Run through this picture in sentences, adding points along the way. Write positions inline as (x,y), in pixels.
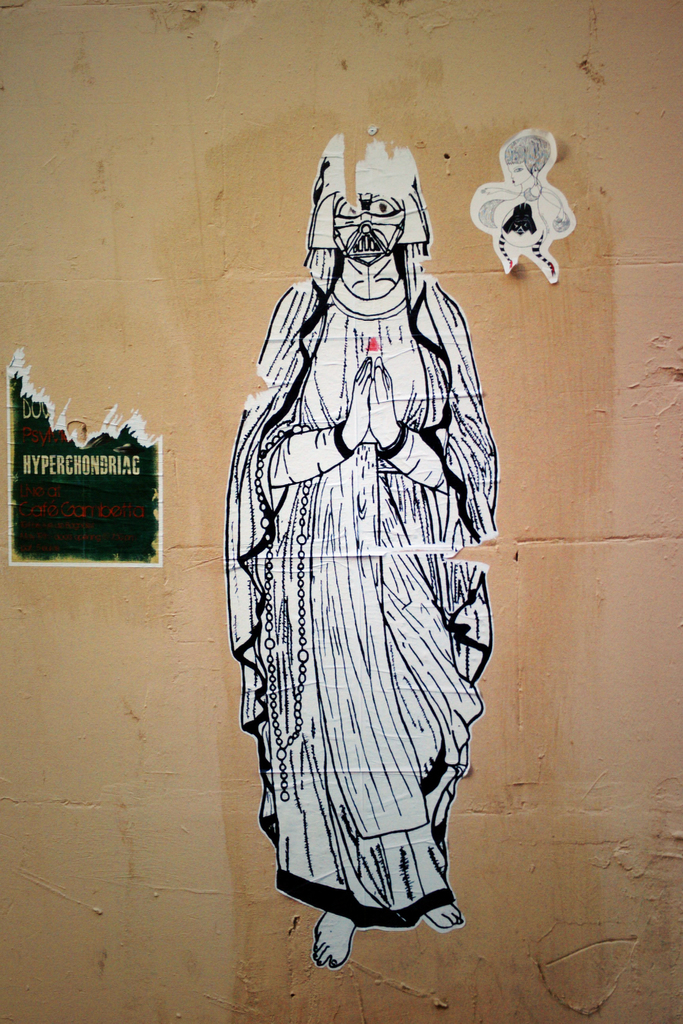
In this image we can see a poster (300,605) of person (425,612) which is teared and another posters (567,209) on the wall (153,585).
